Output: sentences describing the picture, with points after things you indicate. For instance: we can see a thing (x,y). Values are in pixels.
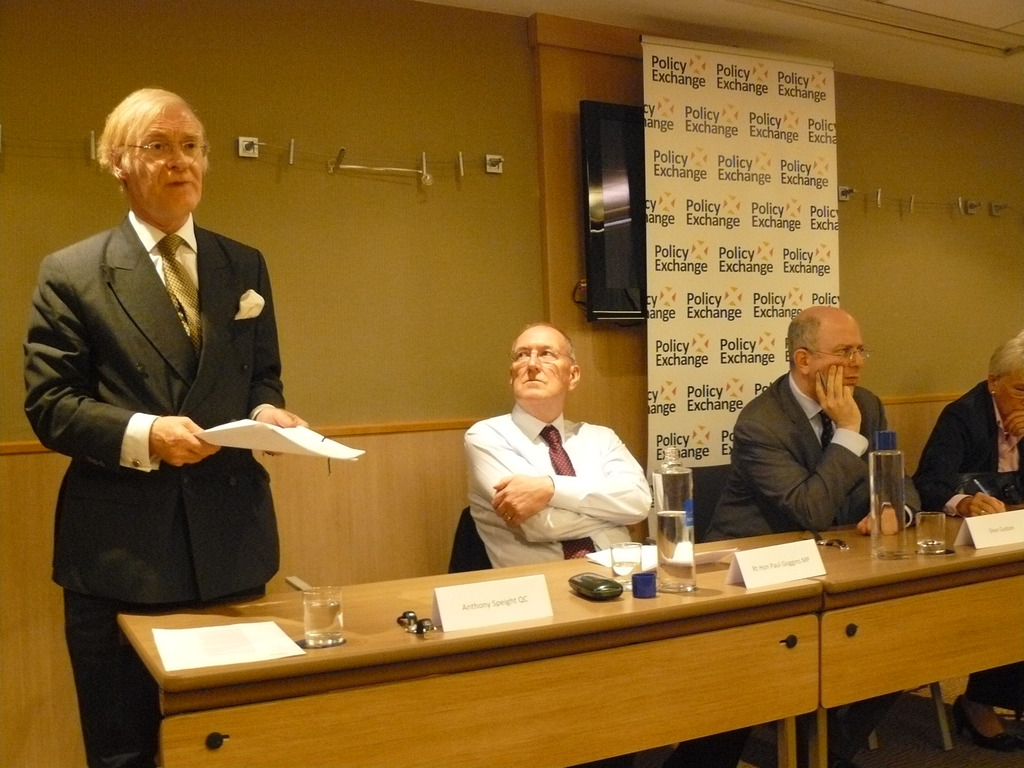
In the image we can see there are people (625,456) sitting on the chair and on the table (876,606) there are name plates (531,594), water bottle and there is glass (340,604) filled with water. Behind there is banner (666,433) and there is tv (593,215) on the wall (565,255).
